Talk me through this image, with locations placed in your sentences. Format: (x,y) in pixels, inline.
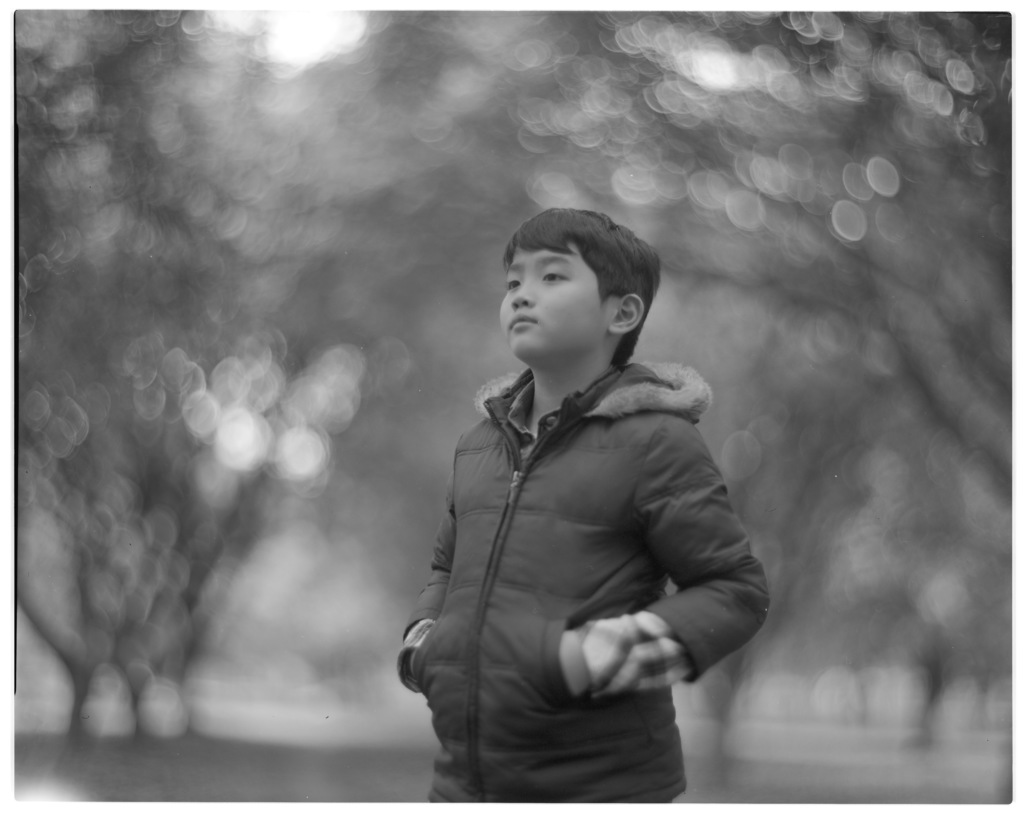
This is a black and white image, where there is a boy (615,777) standing, and there is blur background (142,48).
